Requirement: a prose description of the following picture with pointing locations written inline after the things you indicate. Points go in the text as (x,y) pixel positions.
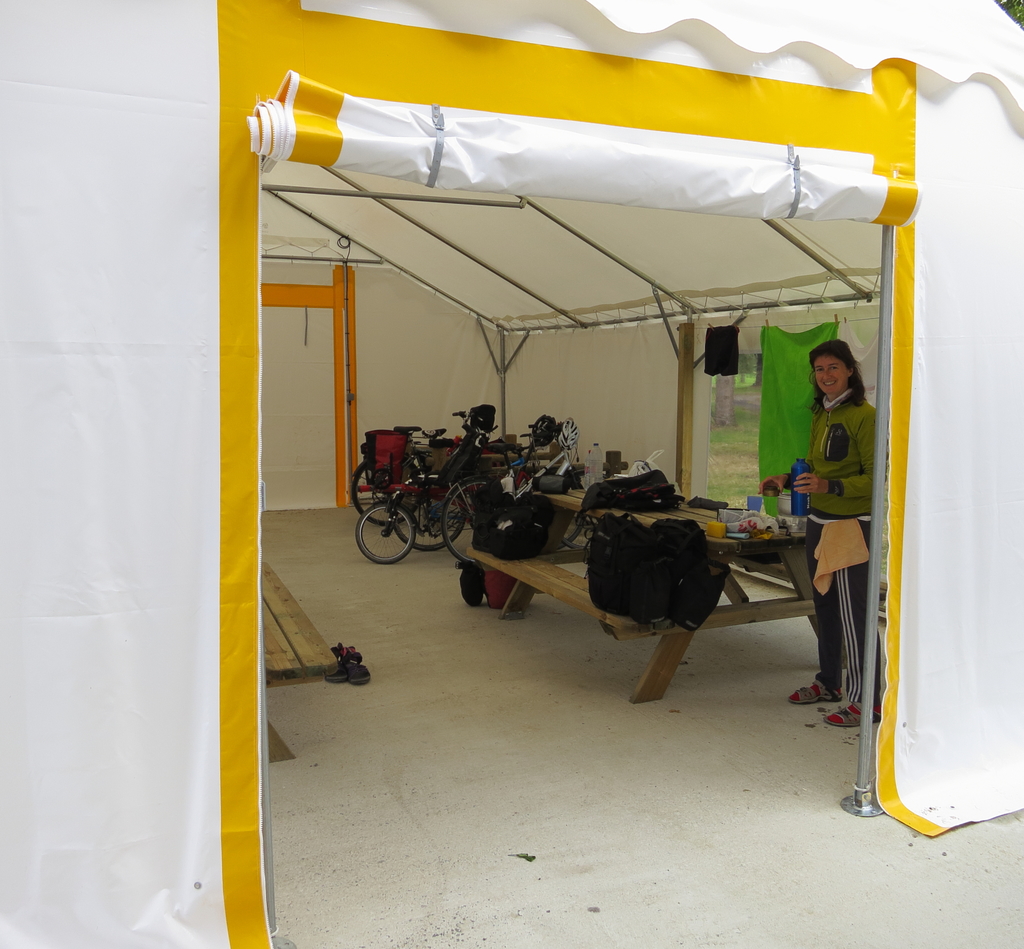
In this image I can see a tent house (504,86), bicycles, bags (634,611) on the table (657,632), glasses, food items (741,514) and a person (826,675) is standing on the floor (634,787). In the background (741,441) I can see grass (727,448) and a tree trunk (733,383). This image is taken may be during a day.
